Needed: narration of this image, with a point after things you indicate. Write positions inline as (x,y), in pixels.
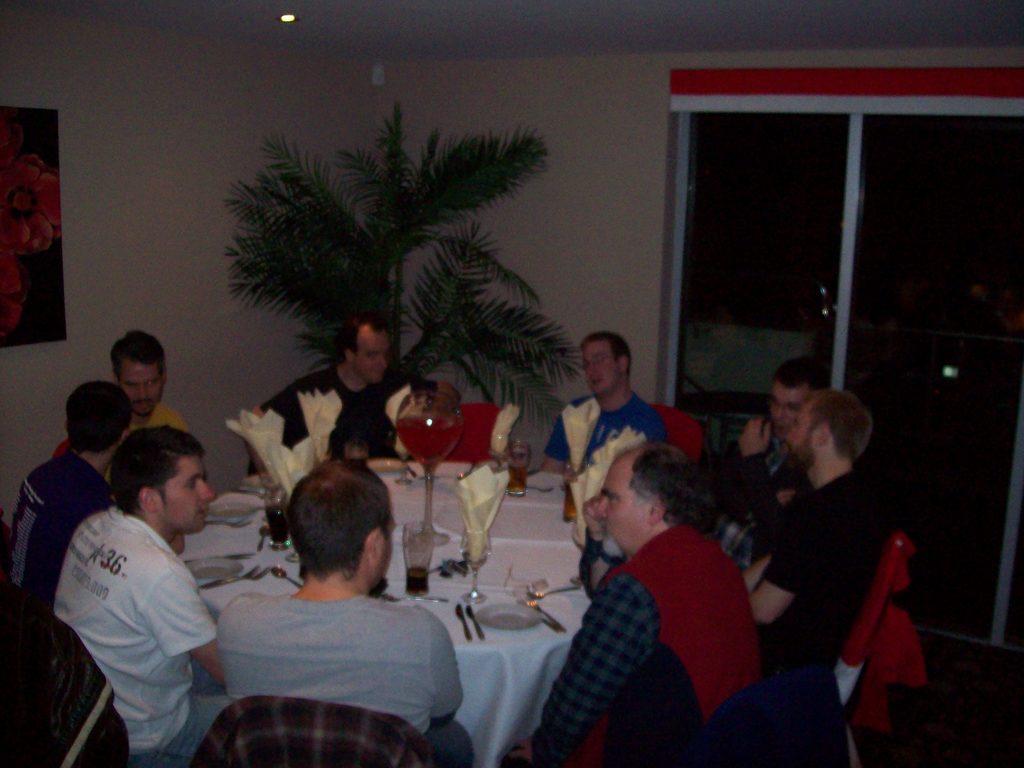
In this image i can see a group of people (347,642) sitting on the chair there are few glasses (426,469), spoons (440,601) on a table (538,556) at the back ground (449,257) i can see a tree (402,288), at left (60,270) there is a frame (49,271) attached to a wall (80,179), on the frame (45,203) there is a red color, at right (745,210) there is a glass door (769,224), at the top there is a light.
